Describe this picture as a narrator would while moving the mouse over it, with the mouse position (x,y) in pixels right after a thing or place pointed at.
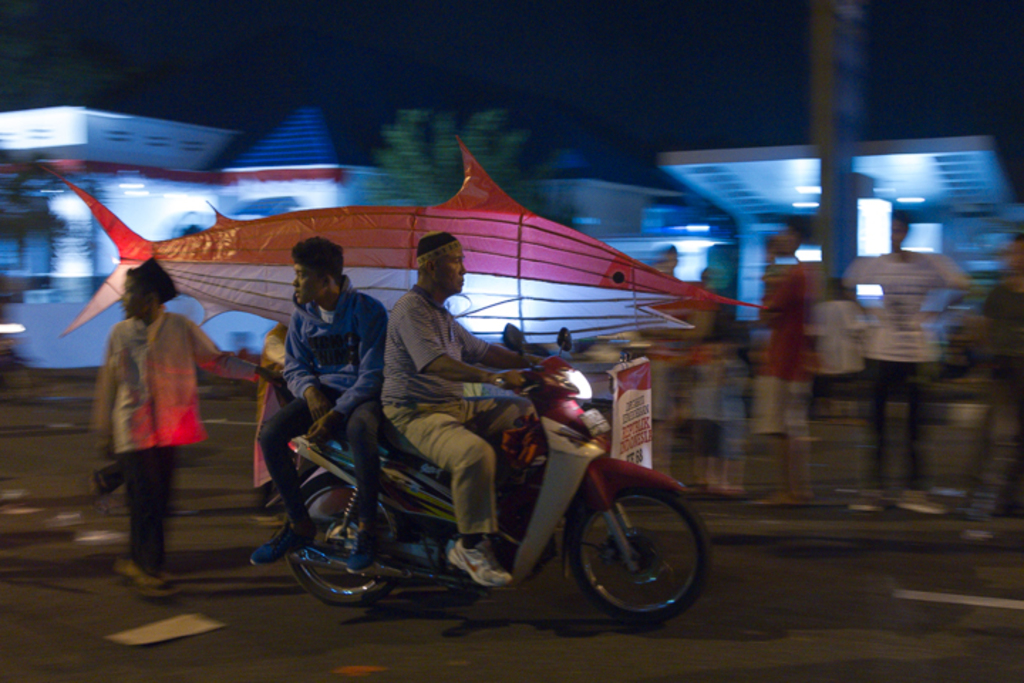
This picture shows two men (503,361) moving on a motorcycle (556,423) and we see few people (1010,493) standing on the road (50,515) and we see a fish shaped hoarding (363,262) and two houses (296,165) and a tree (408,170).
